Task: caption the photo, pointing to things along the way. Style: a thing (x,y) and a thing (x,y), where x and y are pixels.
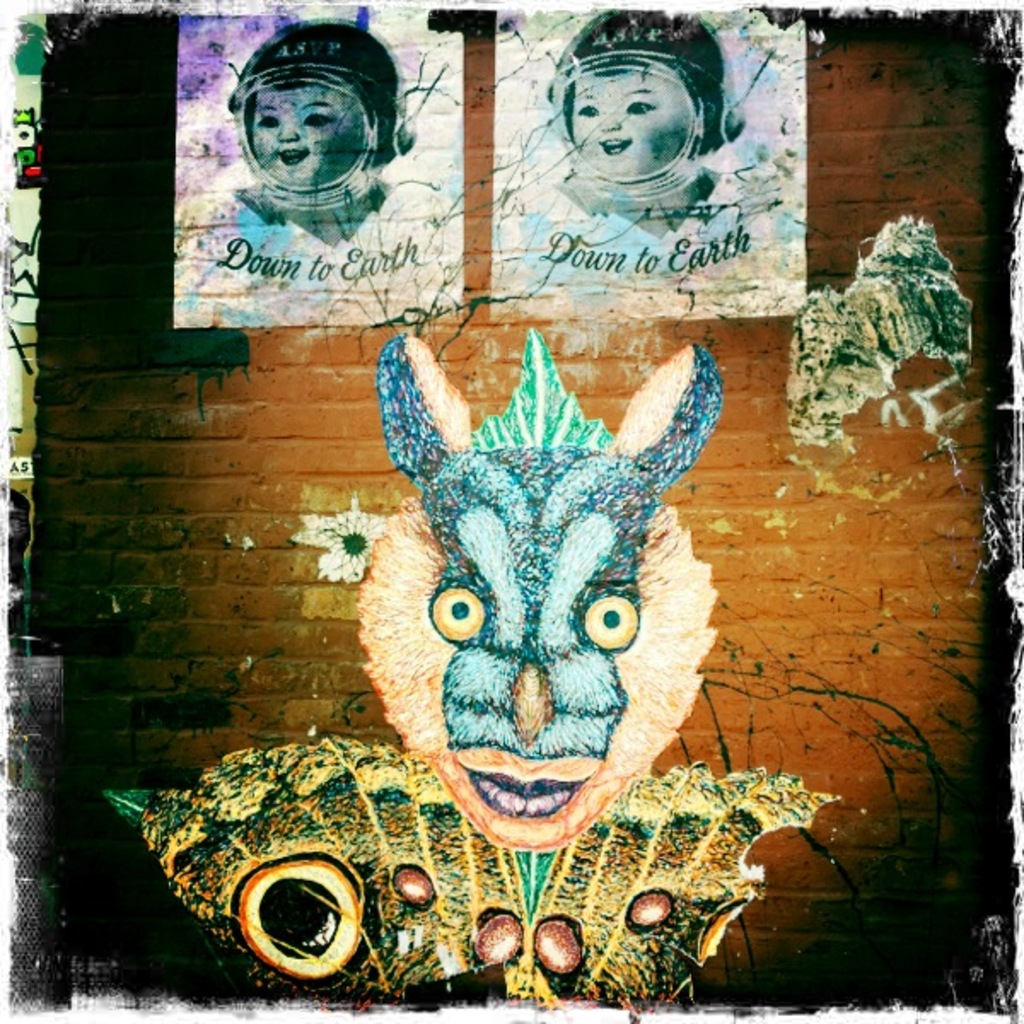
This is an edited image. In this image we can see some pictures (621,761), text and a wall (194,465).
